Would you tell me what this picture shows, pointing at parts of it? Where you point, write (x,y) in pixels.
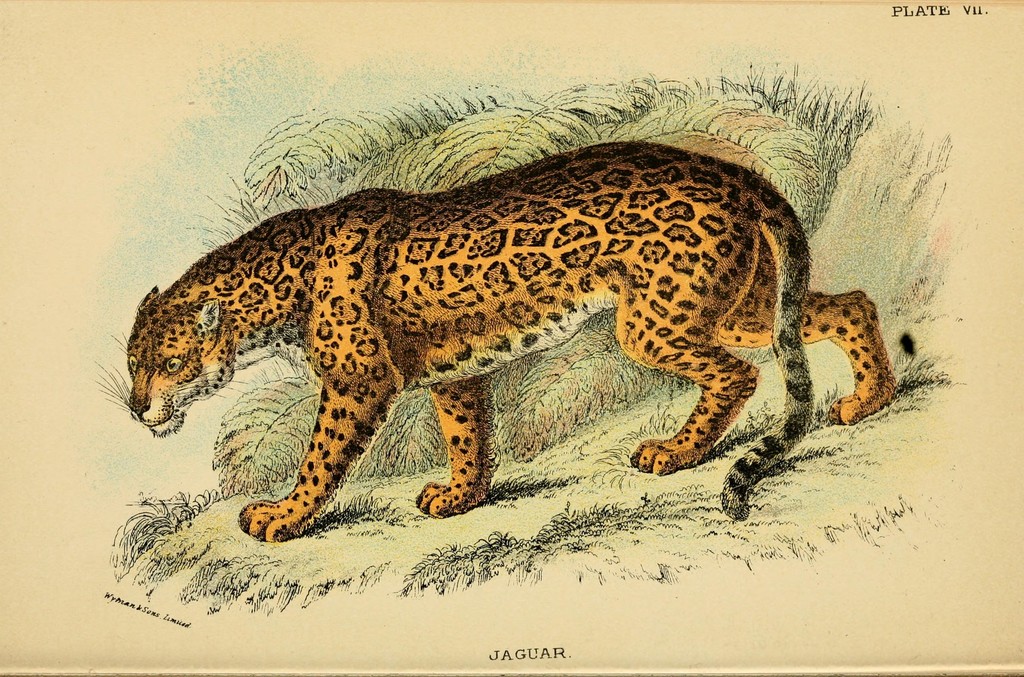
In this image we can see the poster (554,419) with an animal (511,350) and there is the design (516,416) drawn on the poster (268,453). And there is the text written on the poster (510,620).
